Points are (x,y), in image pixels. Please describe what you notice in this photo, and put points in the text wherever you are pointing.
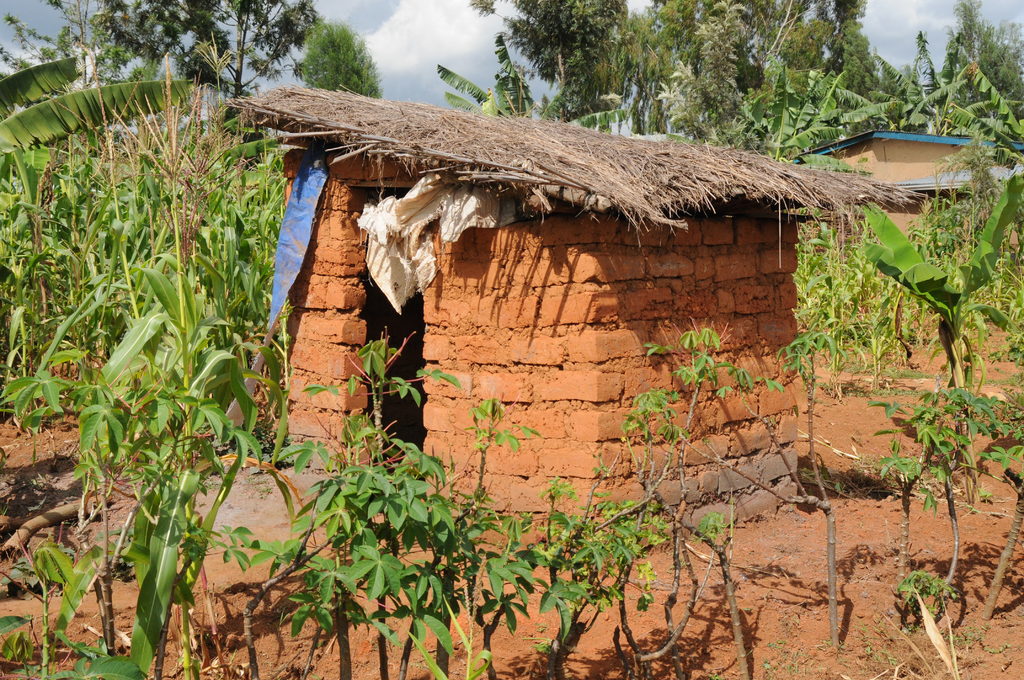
In the center of the image (570,437) we can see a hut (498,307). At the bottom (372,562) there are plants (903,503). In the background (375,19) there are trees (670,19) and sky (489,29). On the right (911,159) we can see a shed (906,172).
